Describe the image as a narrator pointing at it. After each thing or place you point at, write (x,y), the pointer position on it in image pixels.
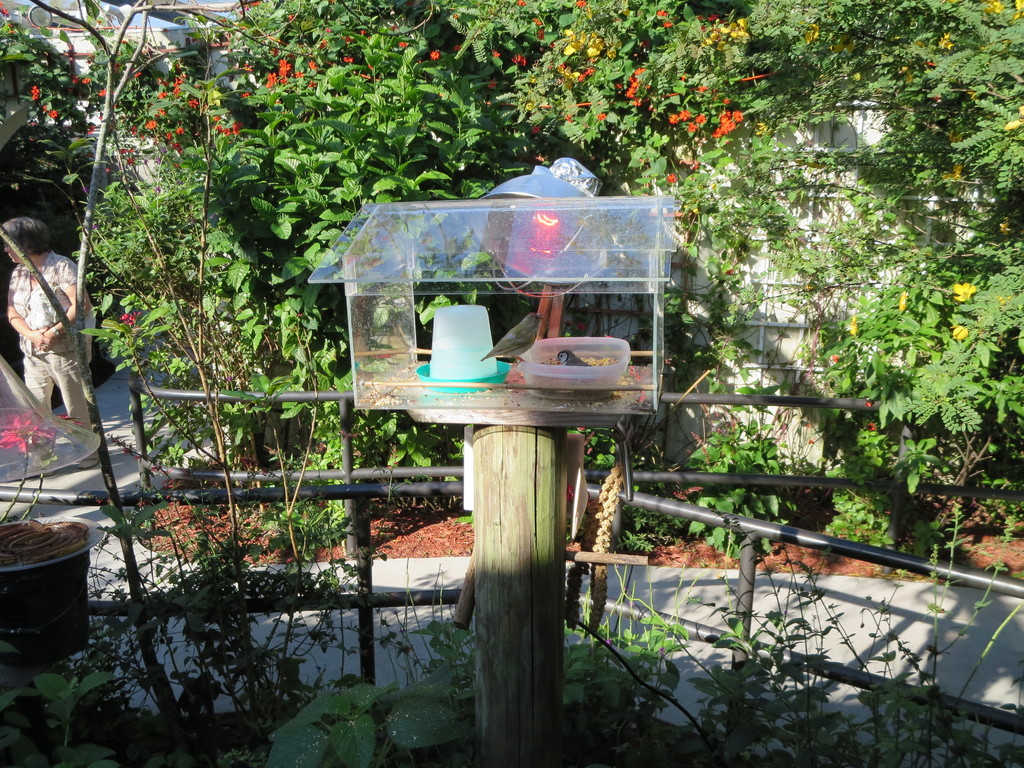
In the picture we can see bird's cage (473,270) which is made of glass (436,285) and there are two birds (505,357) in it and there is bird feed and in the background of the picture (65,304) there is woman (34,359) standing and there are some plants (300,88), trees (784,26) and there is walkway (56,511).
